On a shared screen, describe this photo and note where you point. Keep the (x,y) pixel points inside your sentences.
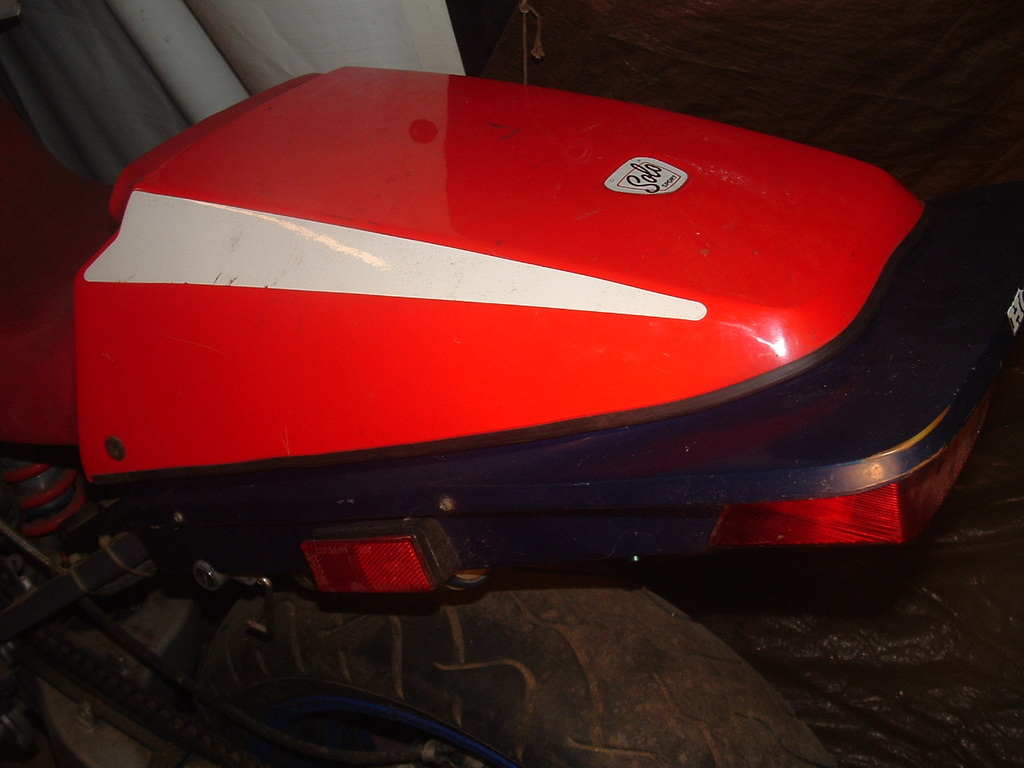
In the picture I can see a vehicle (564,433) which is red in color. On the vehicle (335,305) I can see a logo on it.
